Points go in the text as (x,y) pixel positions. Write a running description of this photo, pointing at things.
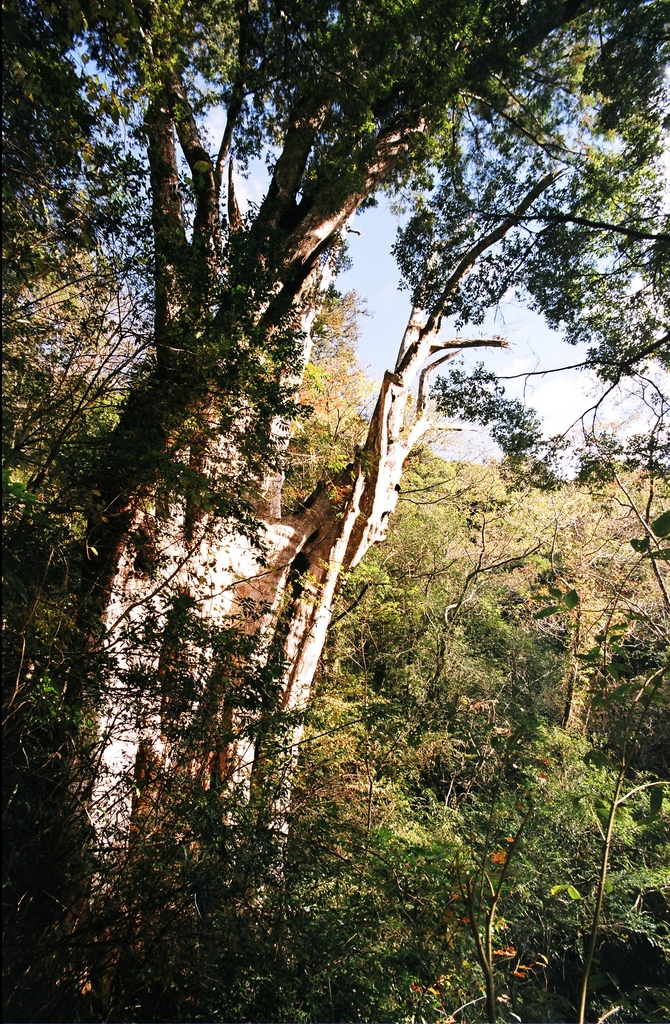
In this picture there is greenery (464,481) in the image.
